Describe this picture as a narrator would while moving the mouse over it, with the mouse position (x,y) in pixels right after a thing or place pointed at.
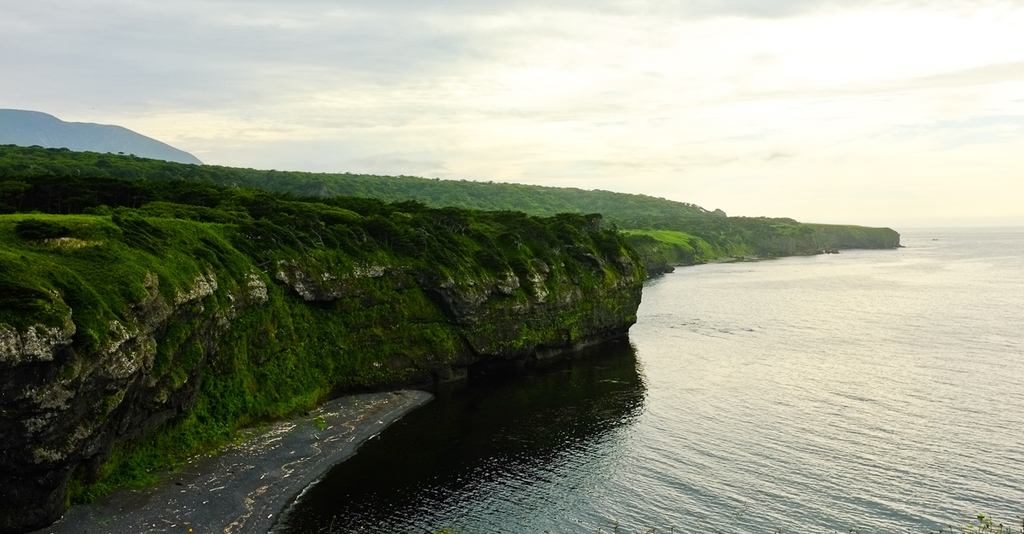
In this picture I can see there is a mountain (441,238) at left side (261,238), it is covered with plants (168,327) and trees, there is an ocean (940,248) at right side (735,442) and the sky (135,110) is cloudy.
